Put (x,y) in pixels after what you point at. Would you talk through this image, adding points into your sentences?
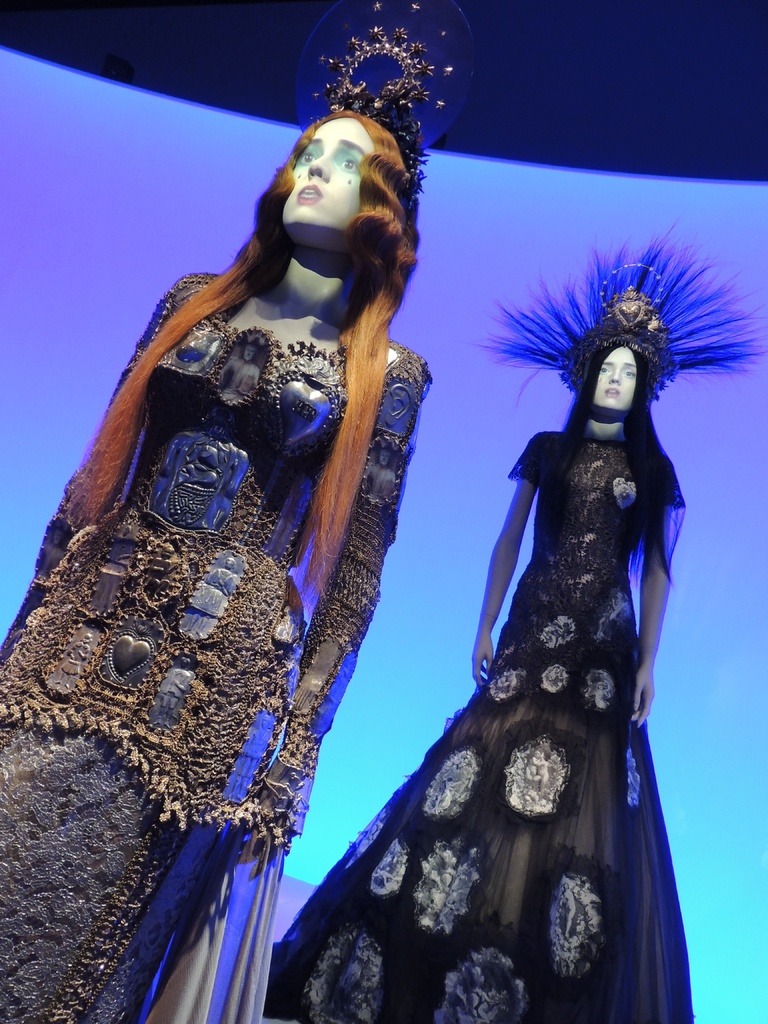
Here in this picture we can see a couple of mannequins (346,494) present over a place (696,999) and they are wearing some different kind of dresses (263,690) on them and wearing head gears (659,379) on them over there.
